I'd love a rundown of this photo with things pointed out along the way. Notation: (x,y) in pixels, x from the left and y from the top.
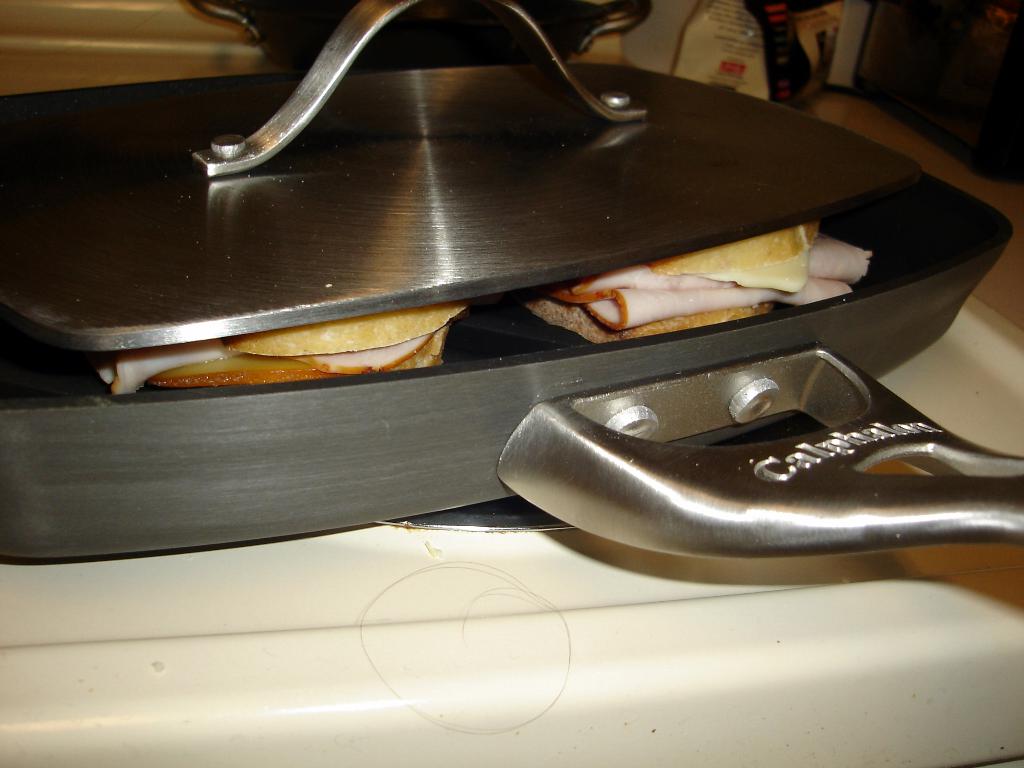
In this image we can see there is a pan (405,428) placed on the stove (467,556). In the pan (463,329) there are two sandwiches (672,294) and a lid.
